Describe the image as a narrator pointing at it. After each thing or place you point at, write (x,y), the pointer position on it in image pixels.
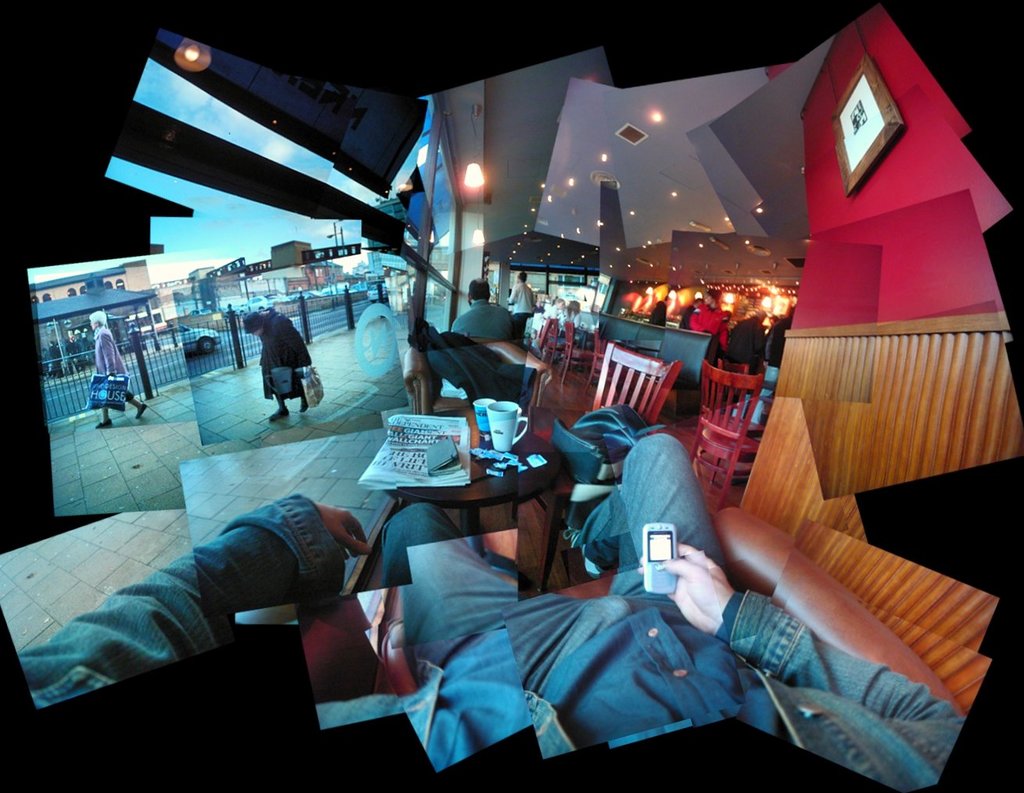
This is a collage image of so many pictures in which people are walking on the pavement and a person (609,734) sitting in a restaurant (505,290).
